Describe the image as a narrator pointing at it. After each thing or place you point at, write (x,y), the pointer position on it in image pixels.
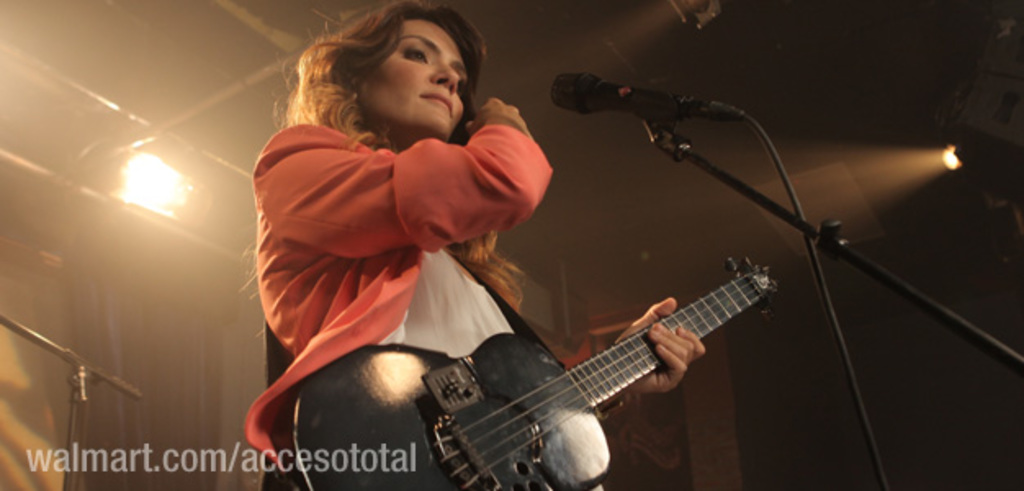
In this picture there is a woman (452,338) who is standing and holding a guitar (512,382). There is a mic (665,123). There is a light (123,199) at the background (144,201).
